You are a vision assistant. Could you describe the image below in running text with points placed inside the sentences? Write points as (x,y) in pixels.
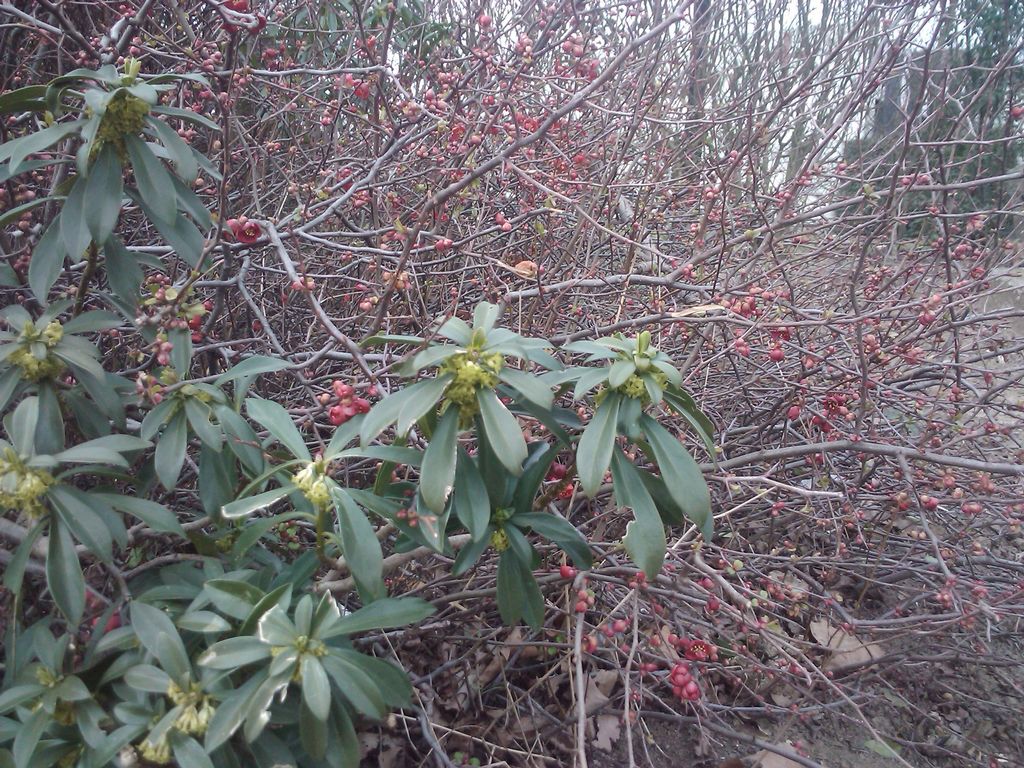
In the left side (63,189) these are the trees (371,497).
